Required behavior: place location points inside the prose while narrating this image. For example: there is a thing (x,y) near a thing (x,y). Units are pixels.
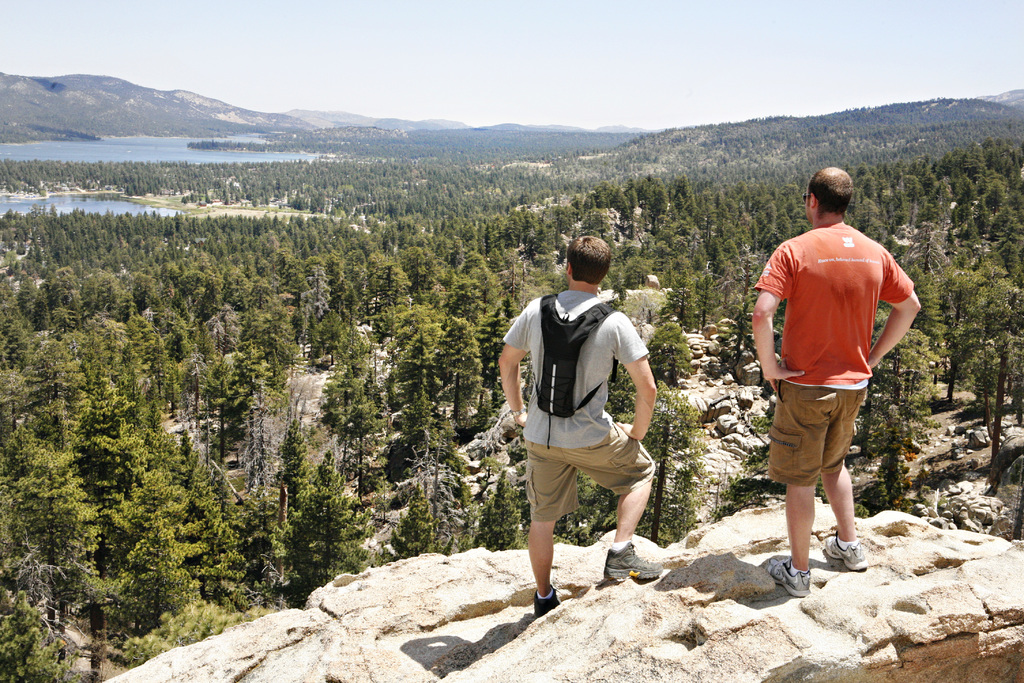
In the picture there are two men (782,478) standing on the stone (743,514), there are trees (489,374), there is a mountain (87,122), there is a clear sky (670,30).
